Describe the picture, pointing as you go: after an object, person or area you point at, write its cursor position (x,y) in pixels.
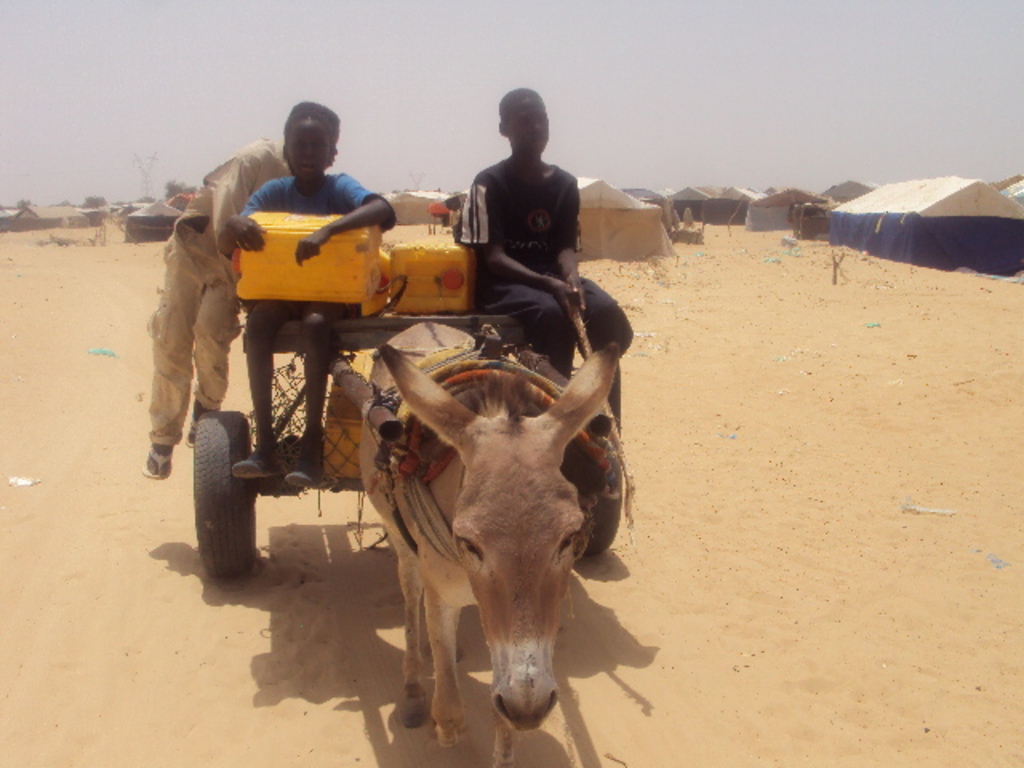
In this picture I can see a donkey (391,380) in front (434,404) and I see a cart (353,387) attached to it and I see 3 boys (313,169) and 2 containers (395,262) on the cart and I see the sand (656,294). In the background (906,223) I see number of tents (592,201) and the clear sky (217,93).
